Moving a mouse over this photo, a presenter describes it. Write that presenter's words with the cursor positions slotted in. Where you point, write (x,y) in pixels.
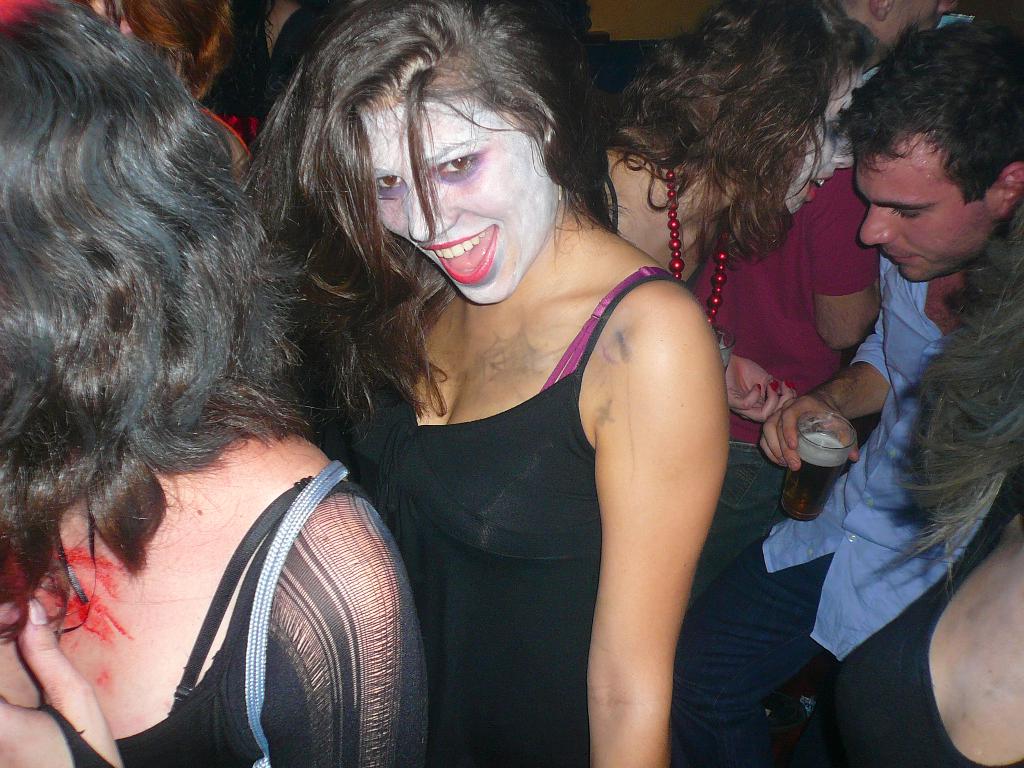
In this image there are group of persons (599,322) who are painted their faces (554,195). On the right side (893,422) the person (845,612) who is standing and he is holding a glass (803,457), in the glass (803,457) there is some drink (830,446).
